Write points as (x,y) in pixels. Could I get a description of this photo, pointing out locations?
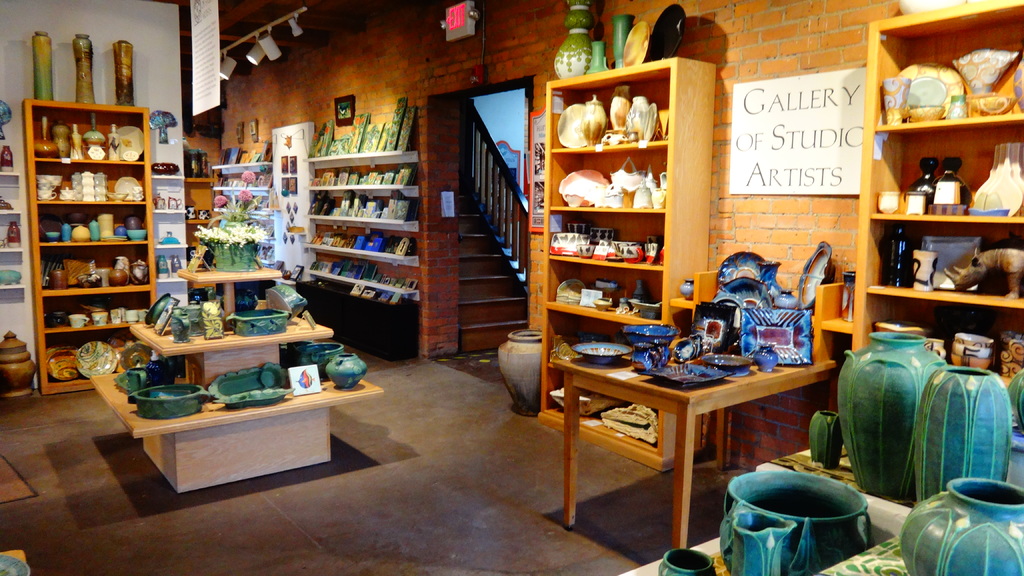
In this image we can see ceramic things (240,293) are arranged in racks (690,226) and on tables (265,337). Background of the image, brick wall (854,61) is there. Board (773,134) is attached to the wall (727,221). We can see stairs (506,286) with railing (481,177).
